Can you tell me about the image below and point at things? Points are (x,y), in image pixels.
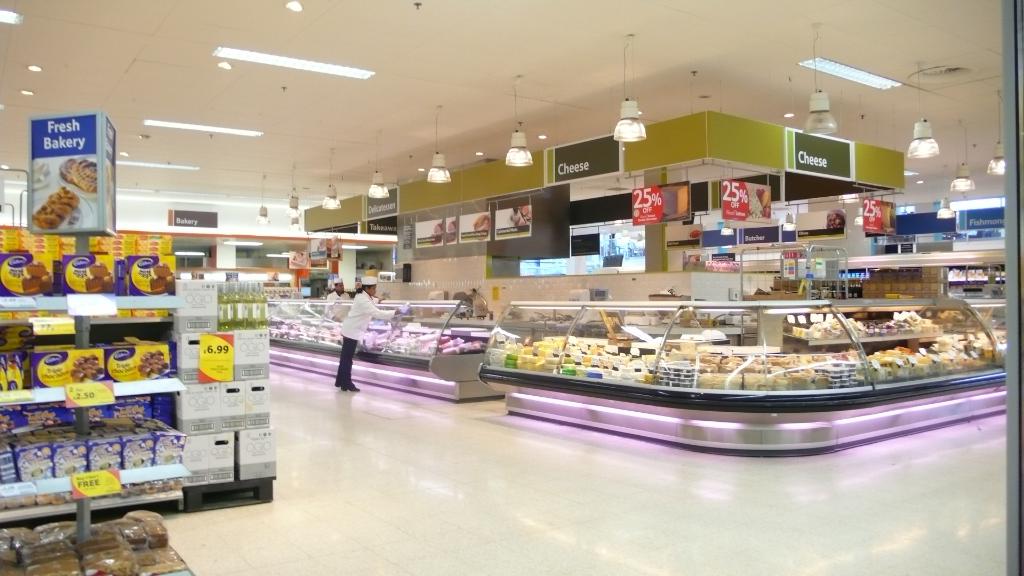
In this picture we can see a store (833,375) here, we can see racks (100,335) here, there are some bakery items (145,410) present here, we can see lights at the top of the picture (441,166), there are some boards (733,209) here, there is the ceiling (533,111) here, at the bottom (412,469) there is floor (414,490), we can see price tags (82,393) here.
